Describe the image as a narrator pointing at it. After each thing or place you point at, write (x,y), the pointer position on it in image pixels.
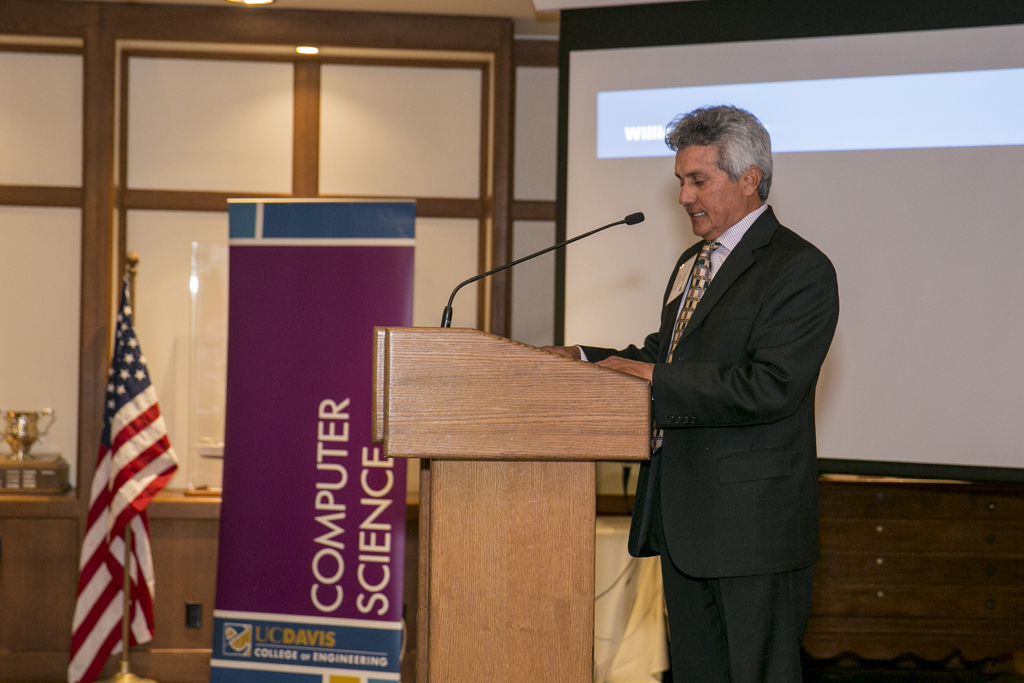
In this image we can see a person (716,380) standing near to a podium (493,417) with mic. In the back (336,371) there is a banner (293,435), flag (151,495) with a pole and a screen (608,111). Also there is a glass wall (188,130). Near to that there is a trophy (33,439) on a wooden stand (36,467).
